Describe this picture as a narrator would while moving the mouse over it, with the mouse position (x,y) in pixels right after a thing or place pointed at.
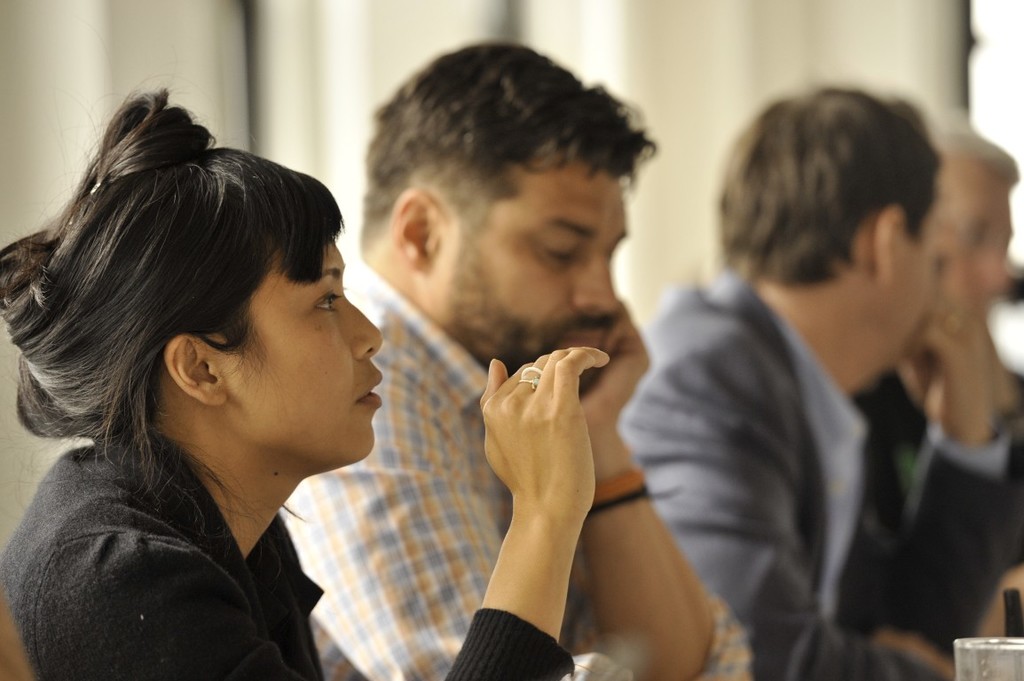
In this image, we can see some people (836,525) sitting, on the right side (1003,672) bottom corner we can see a glass (990,673) and there is a blur background (21,41).
